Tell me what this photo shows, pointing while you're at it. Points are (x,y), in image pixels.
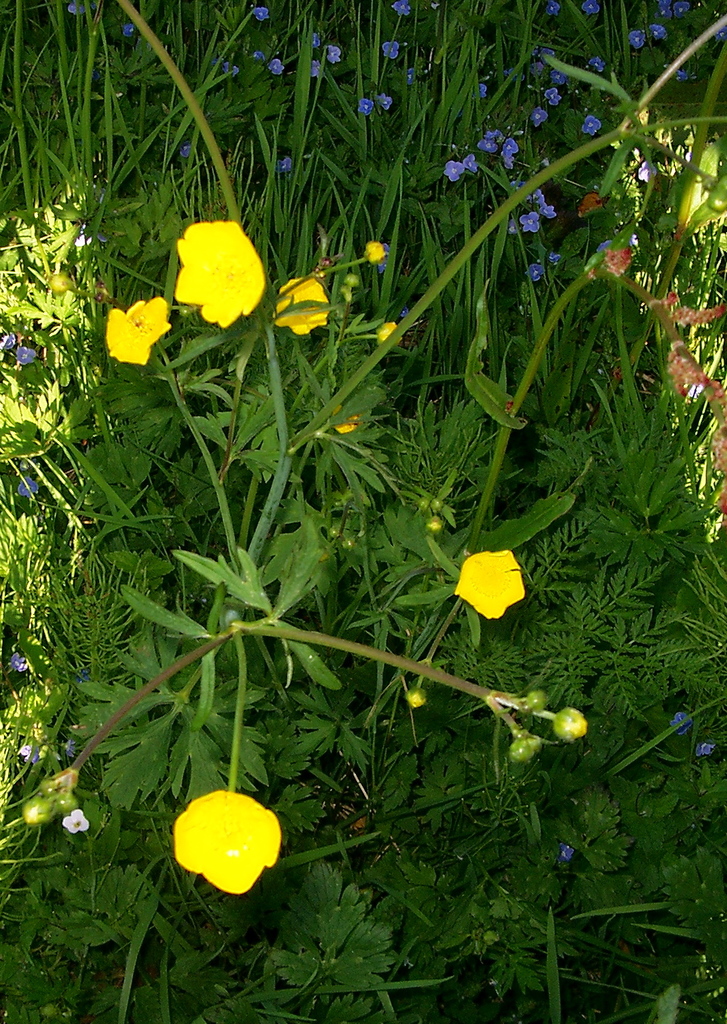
In this image I can see the flowers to the plants (284,546). These flowers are in yellow and purple color and these plants (296,600) are in green color.
